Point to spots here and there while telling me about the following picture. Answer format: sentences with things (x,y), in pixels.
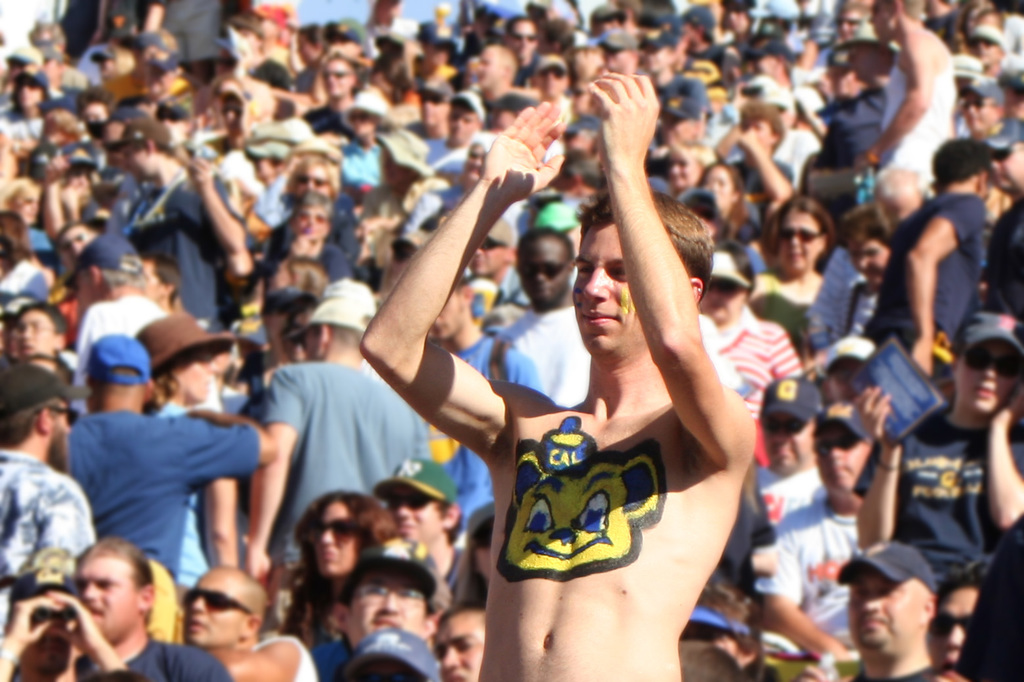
In this image I can see a person (591,474) with some painting (560,501) on the chest (616,527). In the background (306,221), I can see a group of people (811,279).
